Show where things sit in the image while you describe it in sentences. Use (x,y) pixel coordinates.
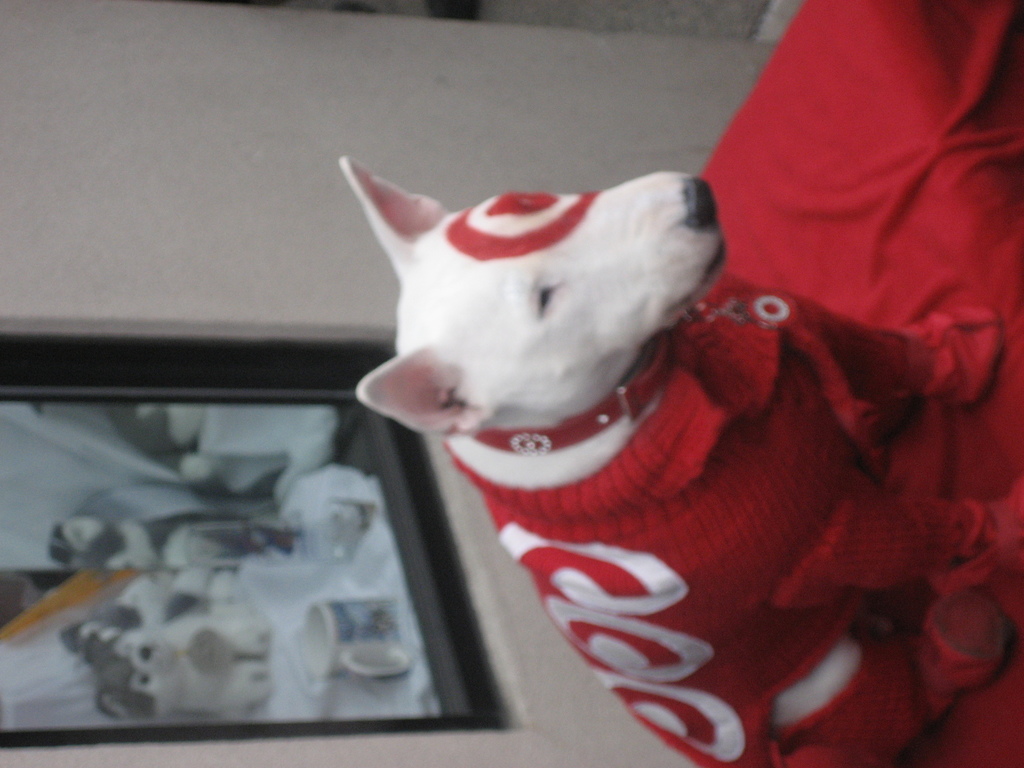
In this image I can see a dog (614,363) which is white in color wearing red and white colored dress (674,554) is sitting on the red colored object (885,239). In the background (349,135) I can see the white colored wall (216,131) and a photo frame (86,435) attached to the wall (255,104).
